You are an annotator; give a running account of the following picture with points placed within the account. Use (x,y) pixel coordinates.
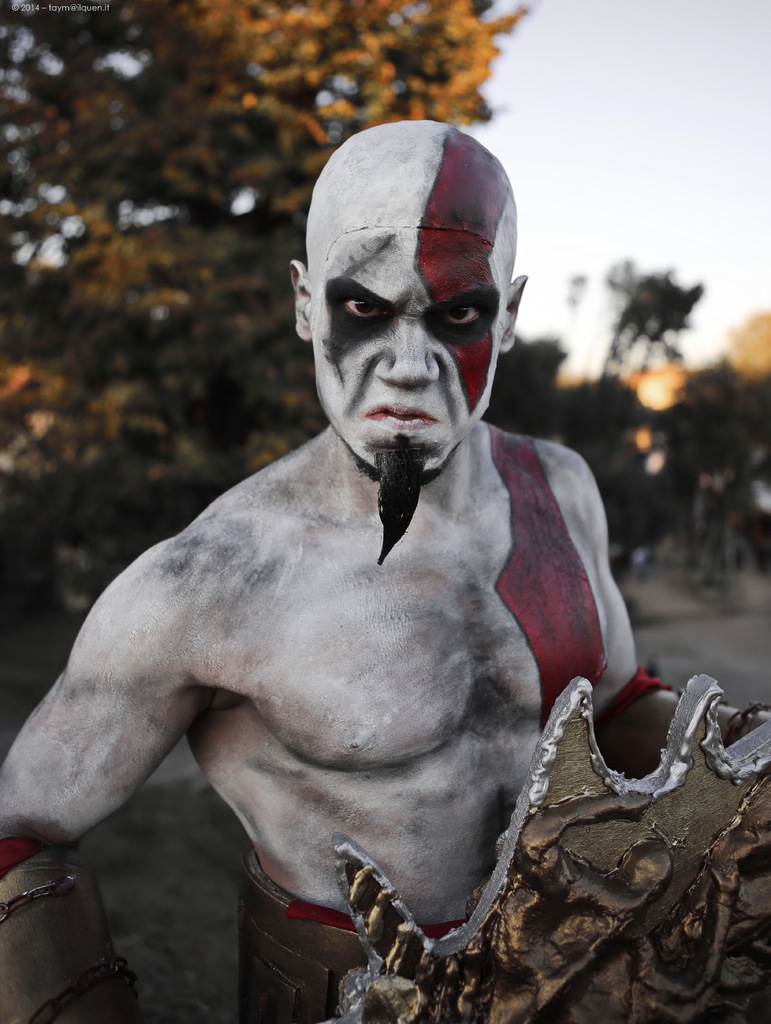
In the image we can see there is a man (446,652) standing and he is holding shield (582,871) in his hand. He painted his body (447,569) and behind there are trees (688,320). The sky (688,262) is clear and background of the image (640,397) is blurred.
